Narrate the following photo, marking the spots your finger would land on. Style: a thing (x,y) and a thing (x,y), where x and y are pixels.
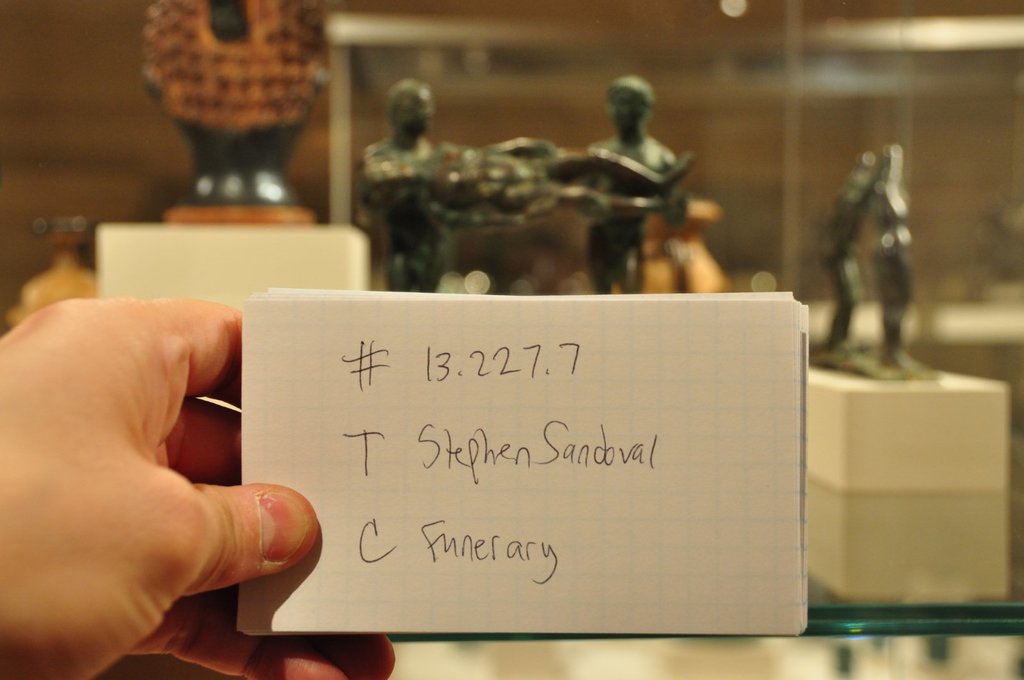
In this image there is a person (126,394) holding the papers (463,428) with the hand (237,431). On the papers (497,443) there is some text (516,469). In the background (549,172) there are statues (406,169).
